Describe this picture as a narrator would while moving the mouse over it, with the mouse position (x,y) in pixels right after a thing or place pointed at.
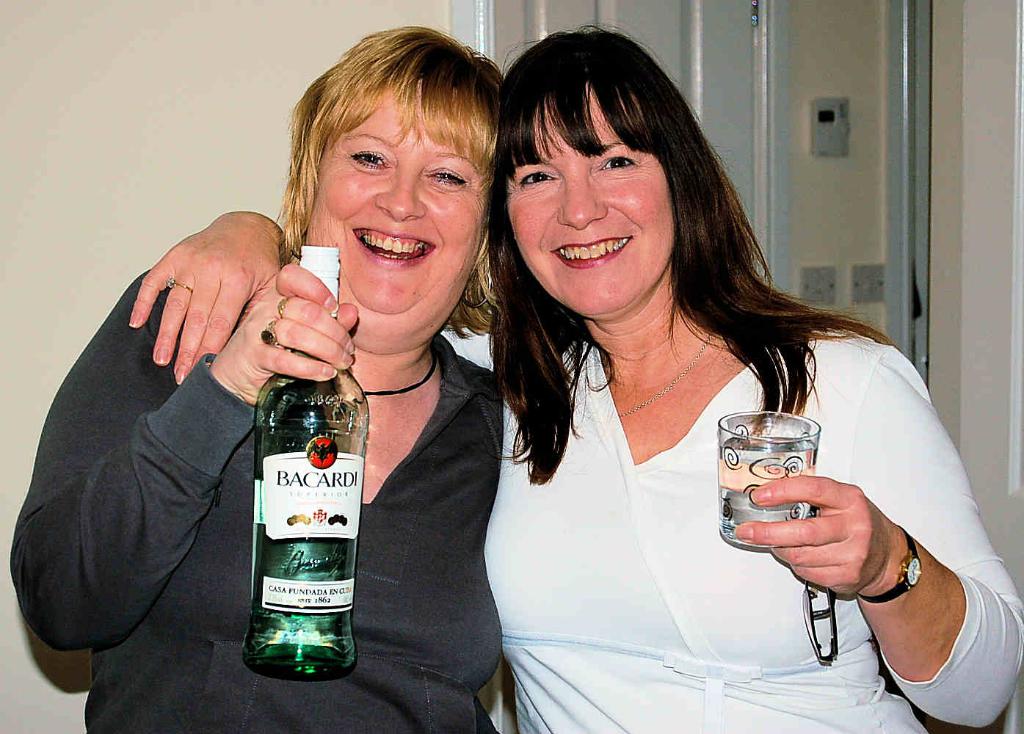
This picture shows a two woman (568,333) smiling and holding a rum bottle (301,465) and a glass (797,514) in their hands (890,545). In the background (152,129) there is a wall (140,70).
